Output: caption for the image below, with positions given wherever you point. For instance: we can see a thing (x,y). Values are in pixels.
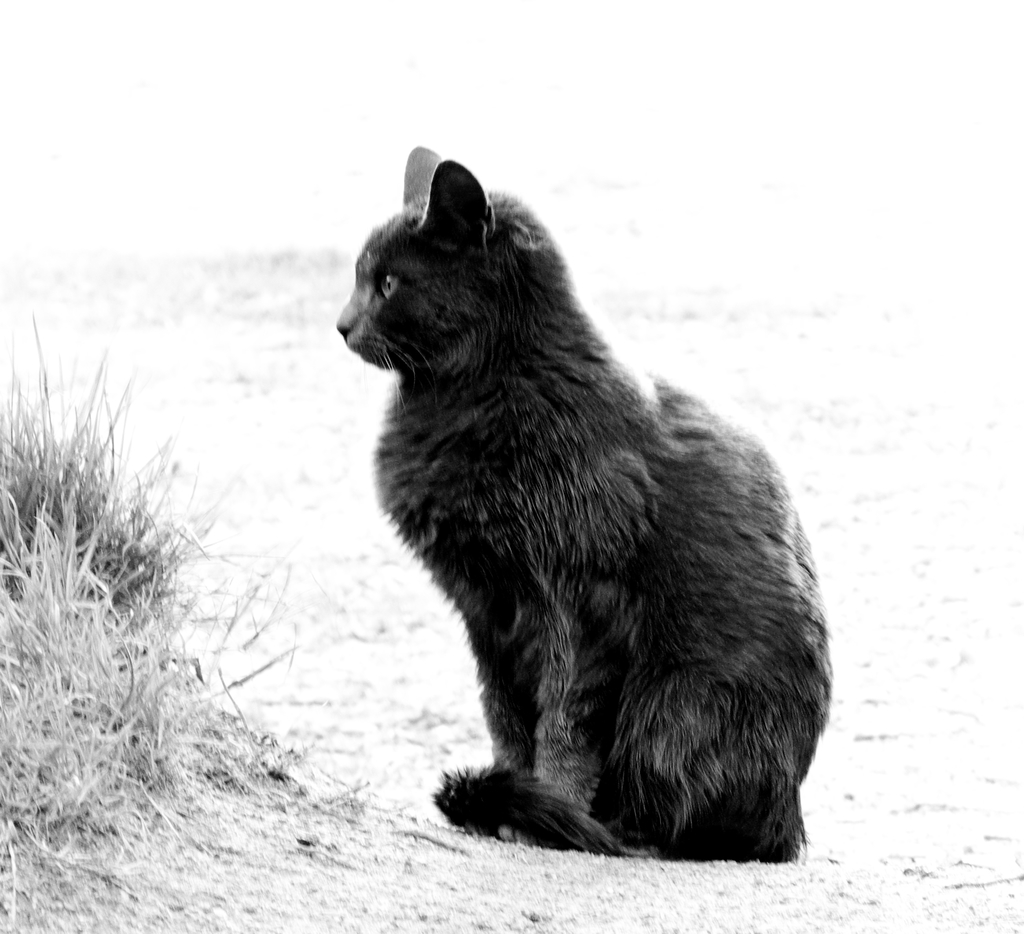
As we can see in the image there is a black color cat (539,520) and dry grass (69,568).
